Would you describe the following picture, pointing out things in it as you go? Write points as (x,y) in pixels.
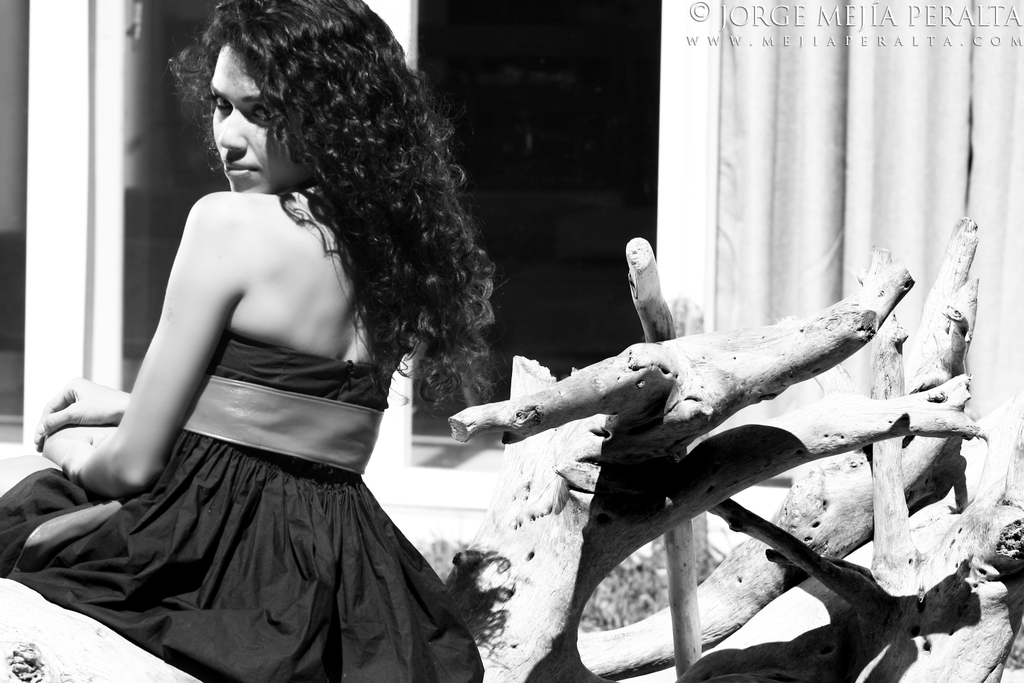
In this image in the left (261,379) a lady (280,342) is sitting wearing black dress (266,504). She is sitting on a wood (103,658). In the background (828,219) there are curtains (735,105).
